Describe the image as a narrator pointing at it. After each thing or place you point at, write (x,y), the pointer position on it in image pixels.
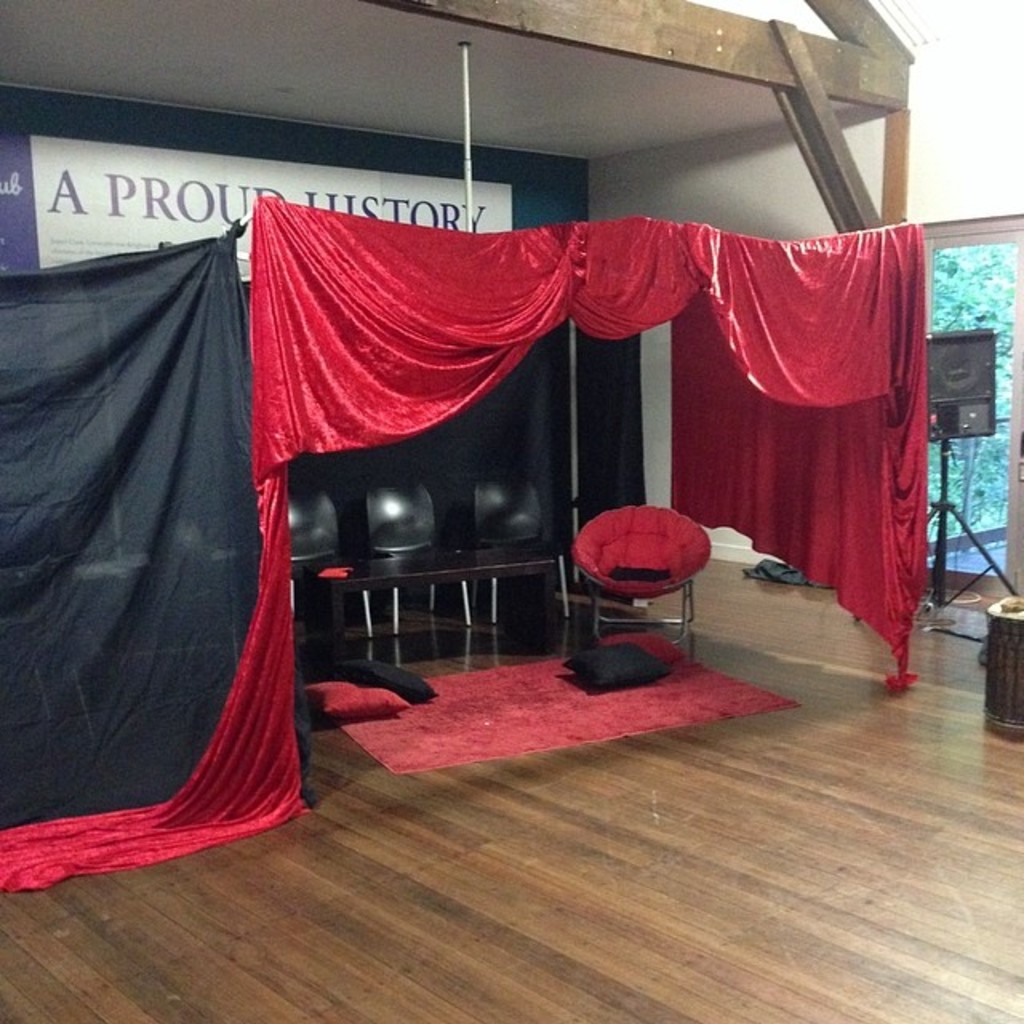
In this image we can see curtains (343,483). In the back (390,499) there are chairs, tables (414,573) and a carpet (452,694). On the carpet (454,680) there are pillows (405,698). In the background (341,177) there is a banner (332,190). On the right side (970,371) there is a speaker (942,409) with a stand (981,548) and a door (964,288). Through the door (946,296) we can see trees (959,487). And there is a wooden floor (579,879).
